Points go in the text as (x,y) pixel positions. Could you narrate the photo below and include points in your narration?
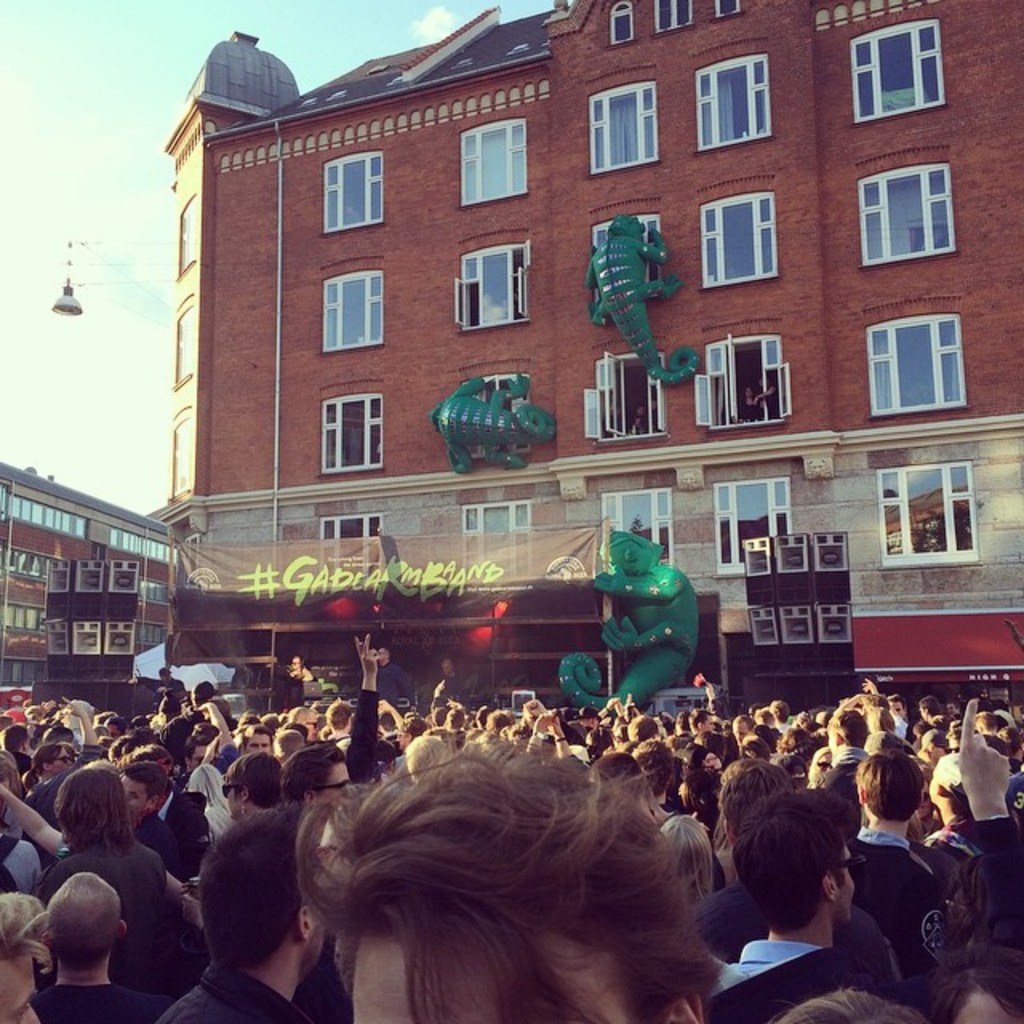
In this image we can see buildings (237,153), cables (68,281), street lights (68,296), speakers (761,601), advertisements (310,603), sky (135,108) with clouds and persons (362,865) standing on the road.
